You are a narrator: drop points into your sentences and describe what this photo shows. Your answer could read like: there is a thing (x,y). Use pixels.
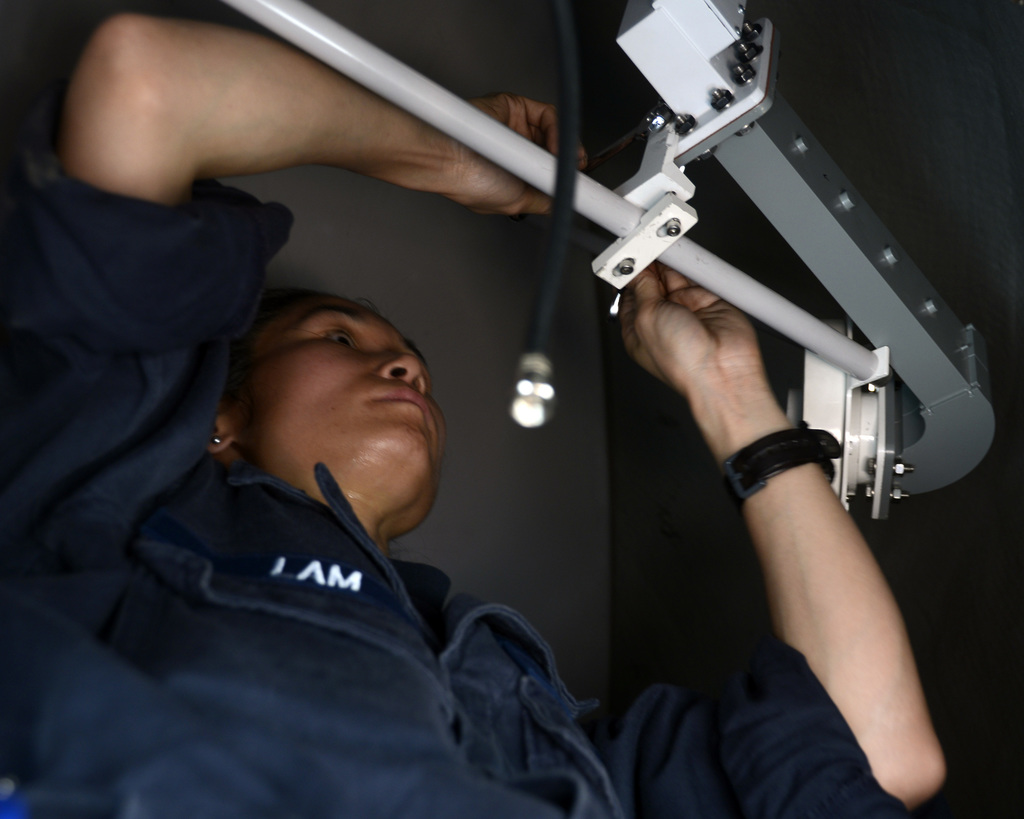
In this picture, it seems like a woman (307,474) doing some work with equipment (538,179).
